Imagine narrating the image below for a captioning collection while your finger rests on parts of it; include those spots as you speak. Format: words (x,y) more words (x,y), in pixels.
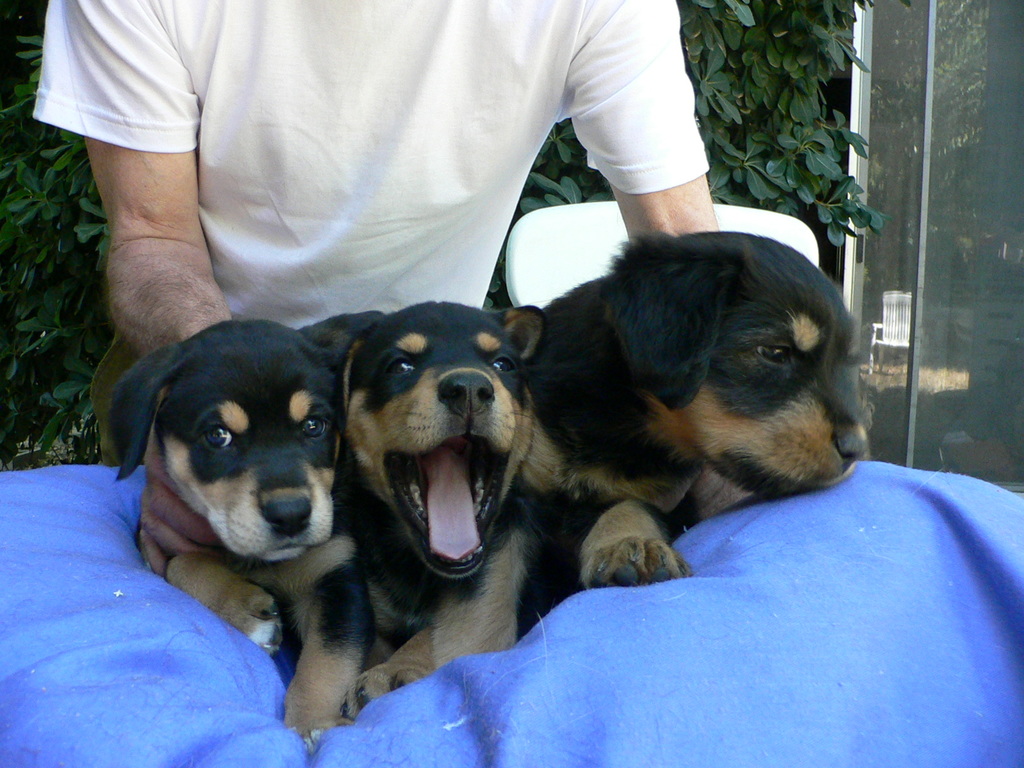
In this image we can see some person (313,95) holding the three dogs (399,563) which are on the blue color bean bag (741,659). In the background (739,179) we can see the plant (714,154) and also the glass window (907,266) through which we can see a chair (886,330).
